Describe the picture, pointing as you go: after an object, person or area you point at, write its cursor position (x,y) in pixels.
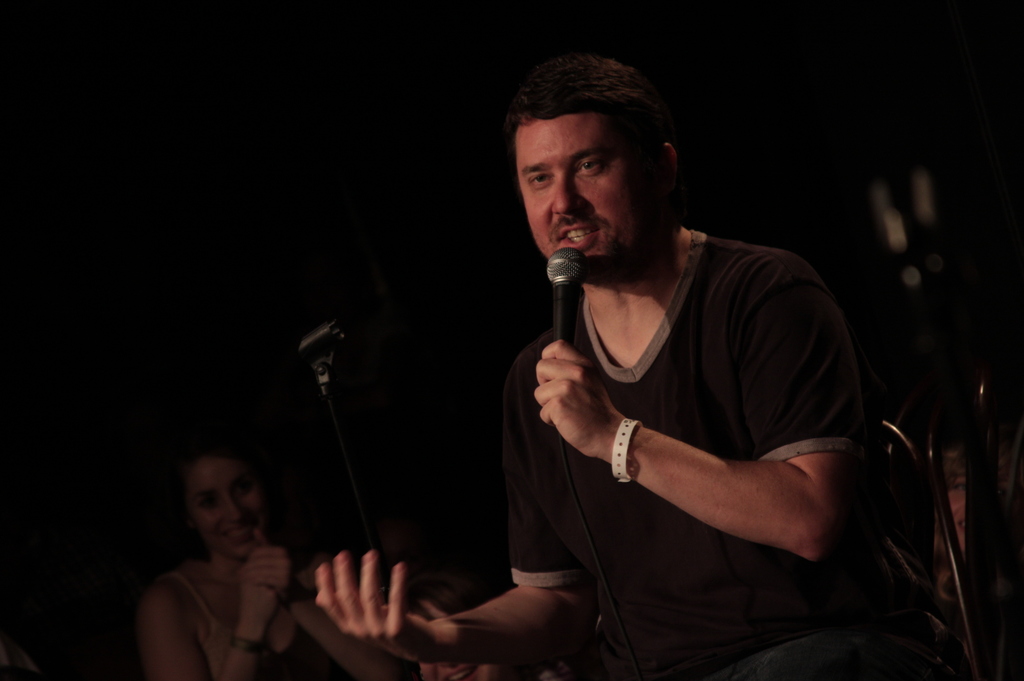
In this picture we can see a man (579,197) who is holding a mike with his hand (589,452). Here we can see a woman (256,544).
